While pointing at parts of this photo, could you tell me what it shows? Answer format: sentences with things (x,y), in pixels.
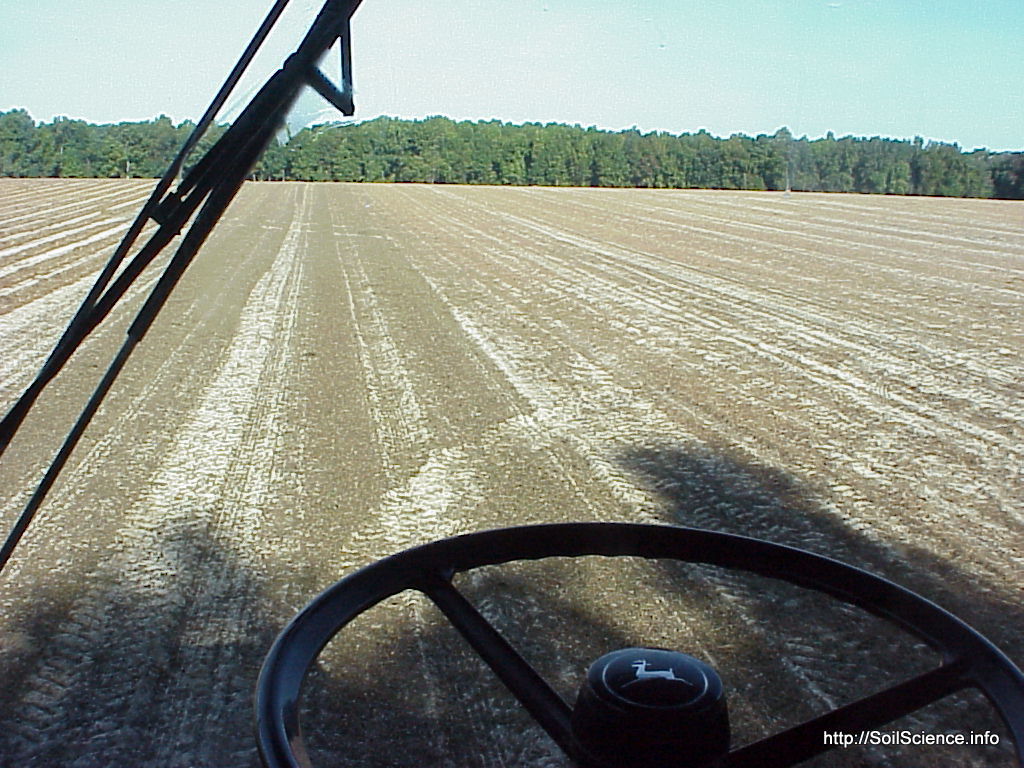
In the image I can see the picture which is taken from the vehicle (600,746) and also I can see some trees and plants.
